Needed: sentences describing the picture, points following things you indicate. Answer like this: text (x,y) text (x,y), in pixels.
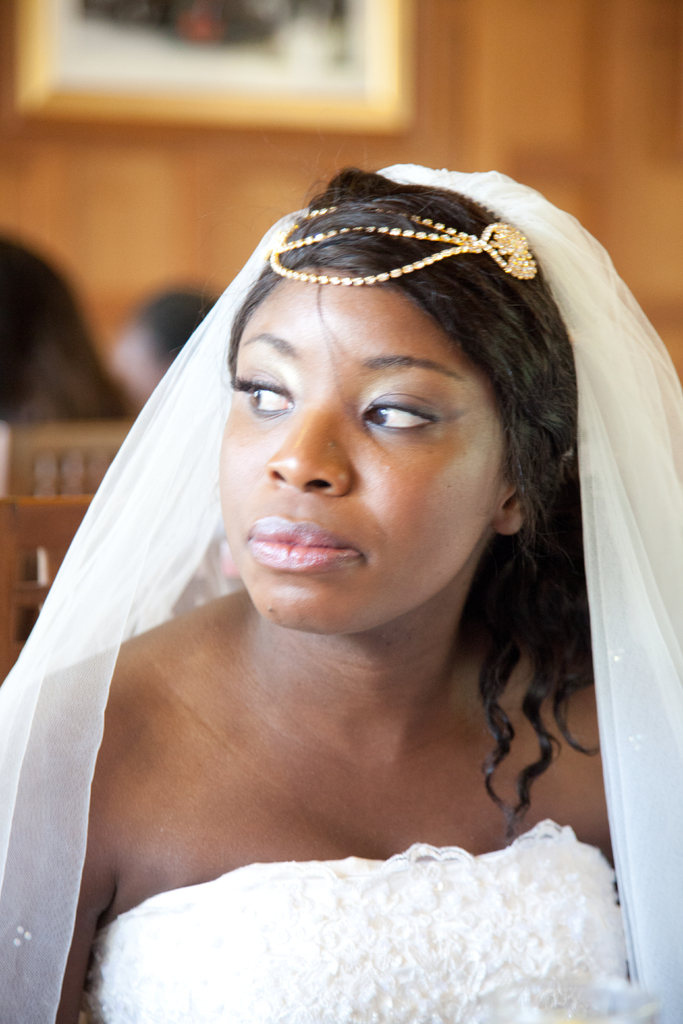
In this picture I can see a woman (362,758) is wearing a white color dress (351,935). In the background (299,98) I can see a photo (307,70) on the wall (97,183).
